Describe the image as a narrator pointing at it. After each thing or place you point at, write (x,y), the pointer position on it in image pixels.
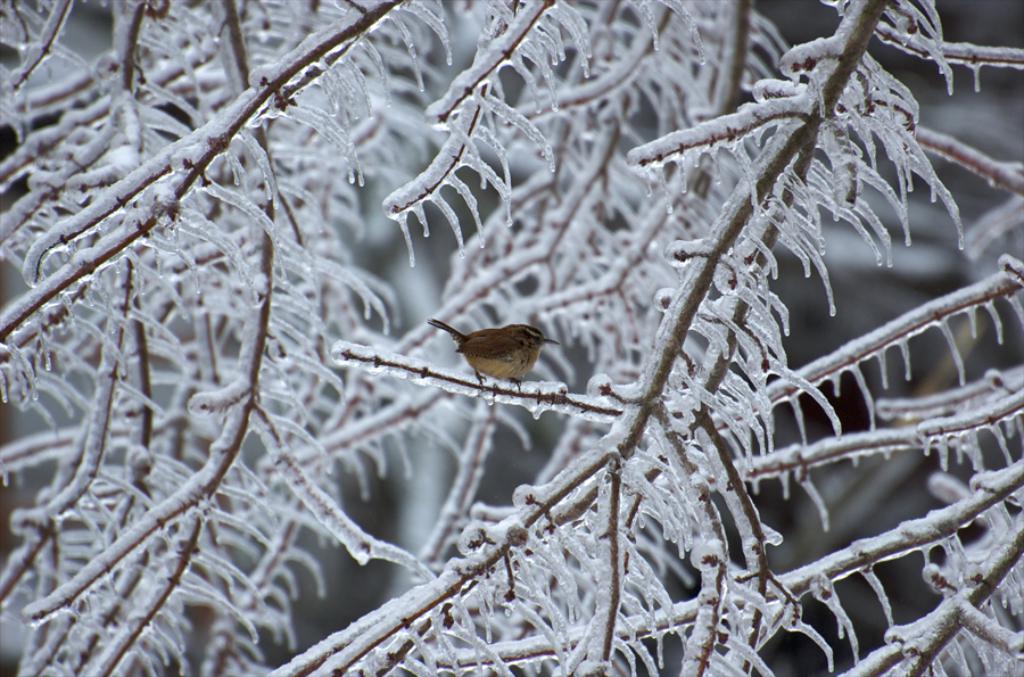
In this image there are frozen branches (587,574) and a bird (535,330). In the background of the image (803,288) it is blurry.
